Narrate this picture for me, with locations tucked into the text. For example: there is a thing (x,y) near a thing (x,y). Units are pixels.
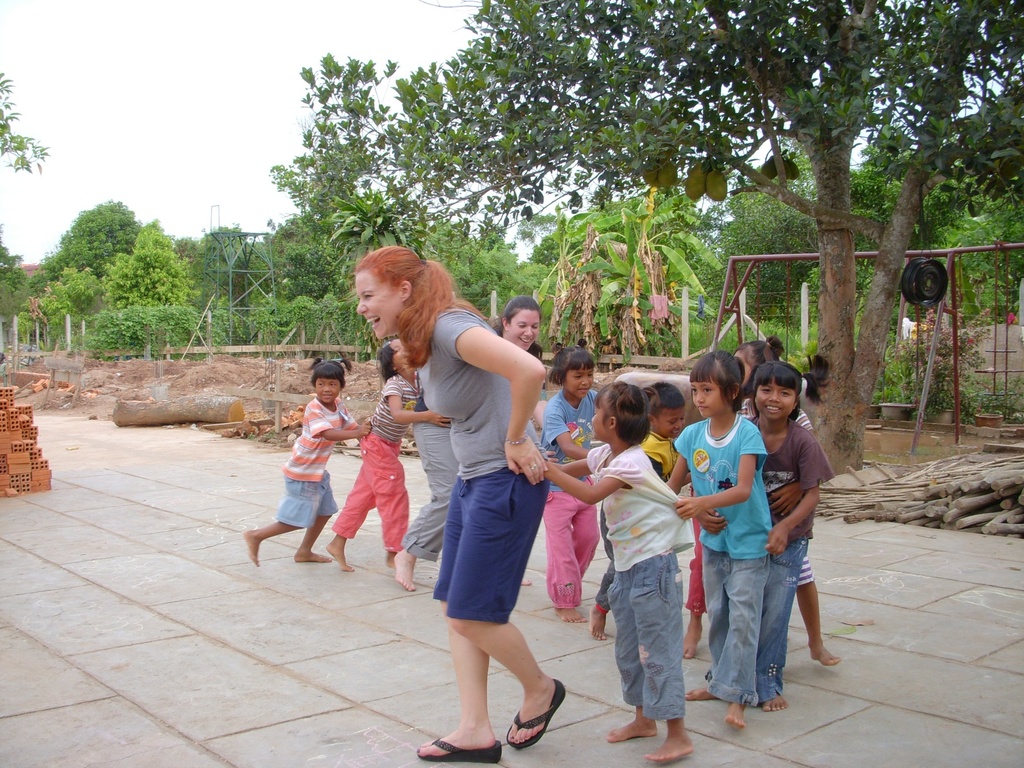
In the image there are few kids (601,471) holding each other and a woman (498,415) in the front (487,426) walking on the land (164,634) and behind there are many plants (699,289) and trees (262,285) all over the place and above its sky (223,54).
